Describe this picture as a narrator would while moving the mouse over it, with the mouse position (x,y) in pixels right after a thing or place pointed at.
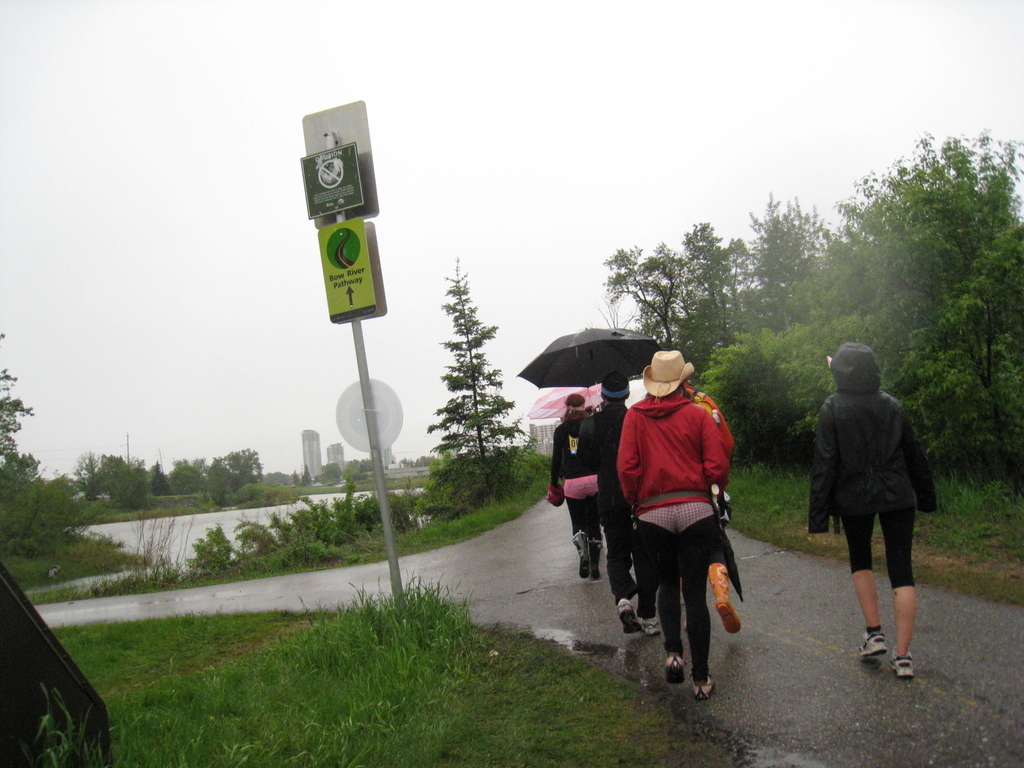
In this image there are so many people (701,515) walking on the road (975,728) holding umbrellas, beside them there are so many trees (973,219) and lake (330,494) also there is a pole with boards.
